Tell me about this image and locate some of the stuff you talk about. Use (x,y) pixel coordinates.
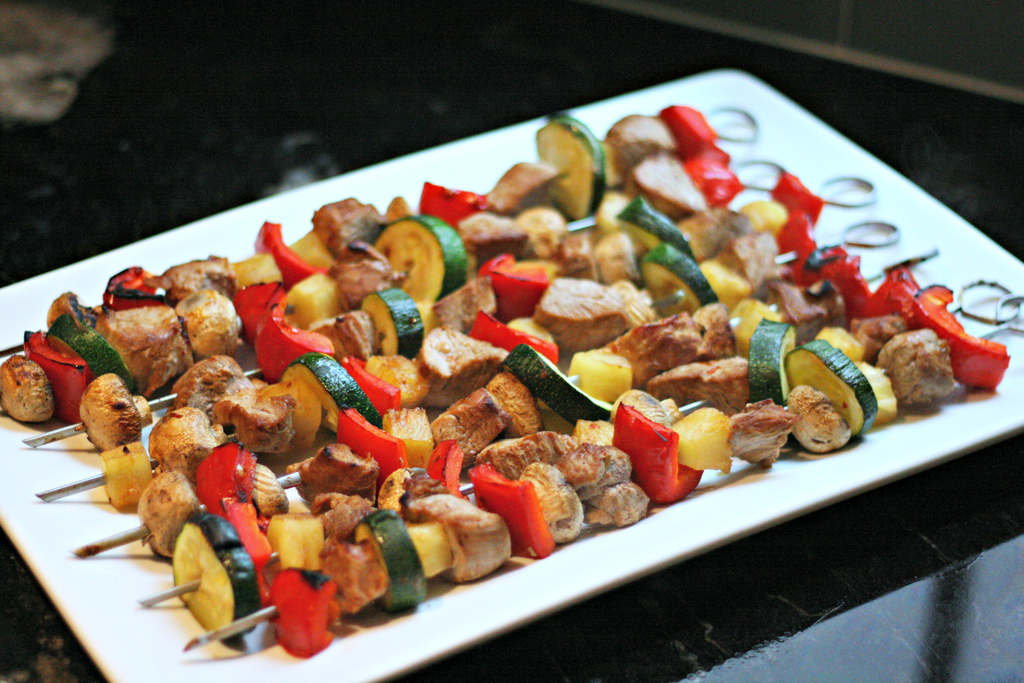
In the image there are meat and veg barbeque sticks (536,464) in a plate (754,86) on a table (148,46).
